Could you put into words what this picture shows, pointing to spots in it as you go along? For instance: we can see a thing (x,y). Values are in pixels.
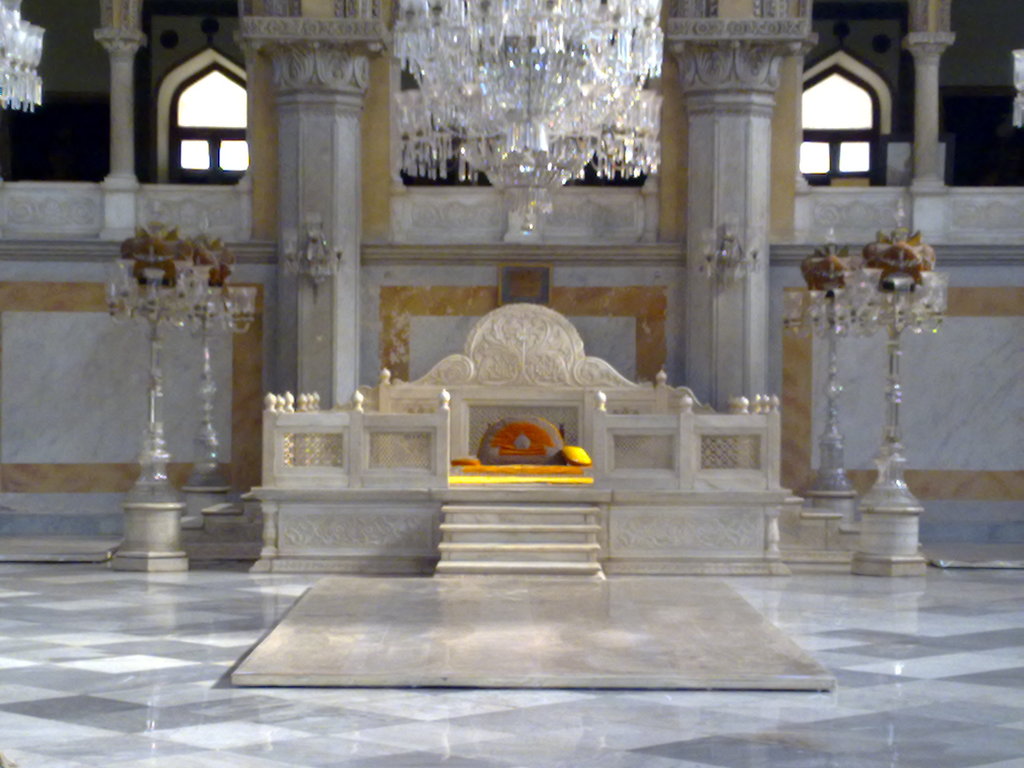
In this picture I can see the concrete seat (329,446). At the top (569,15) I can see the chandelier (554,8). In the background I can see the windows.
